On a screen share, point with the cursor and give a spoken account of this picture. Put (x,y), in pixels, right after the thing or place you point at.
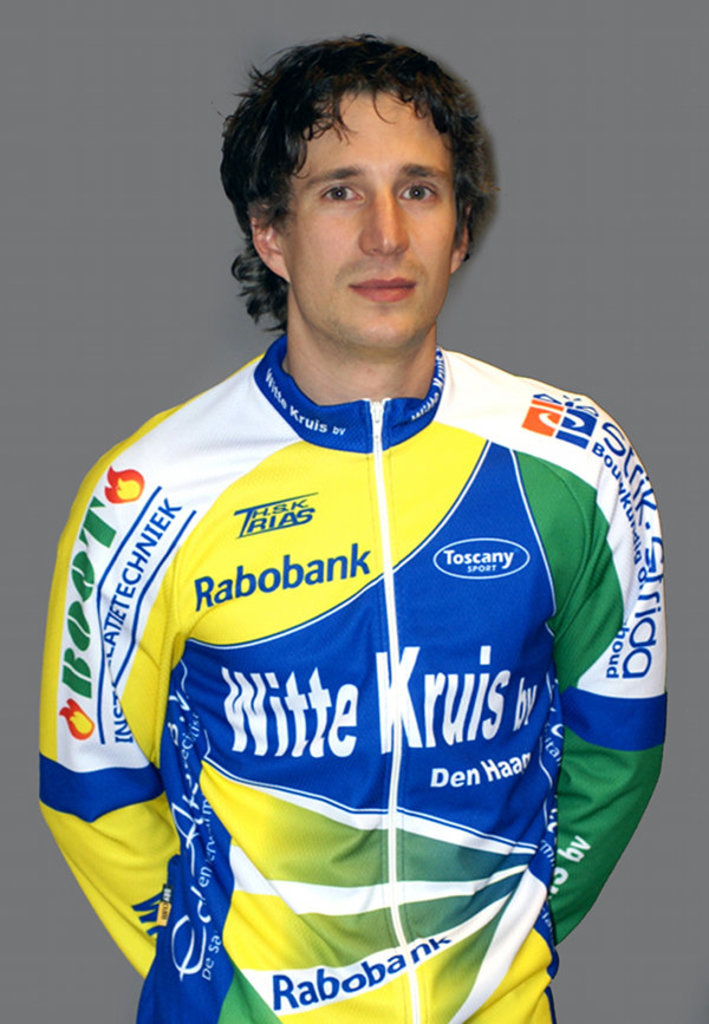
In this image I can see a man (337,452) is standing. The man (363,584) is wearing a jacket (371,672). On the jacket (155,563) I can see some logos (271,514) and names (274,522).
